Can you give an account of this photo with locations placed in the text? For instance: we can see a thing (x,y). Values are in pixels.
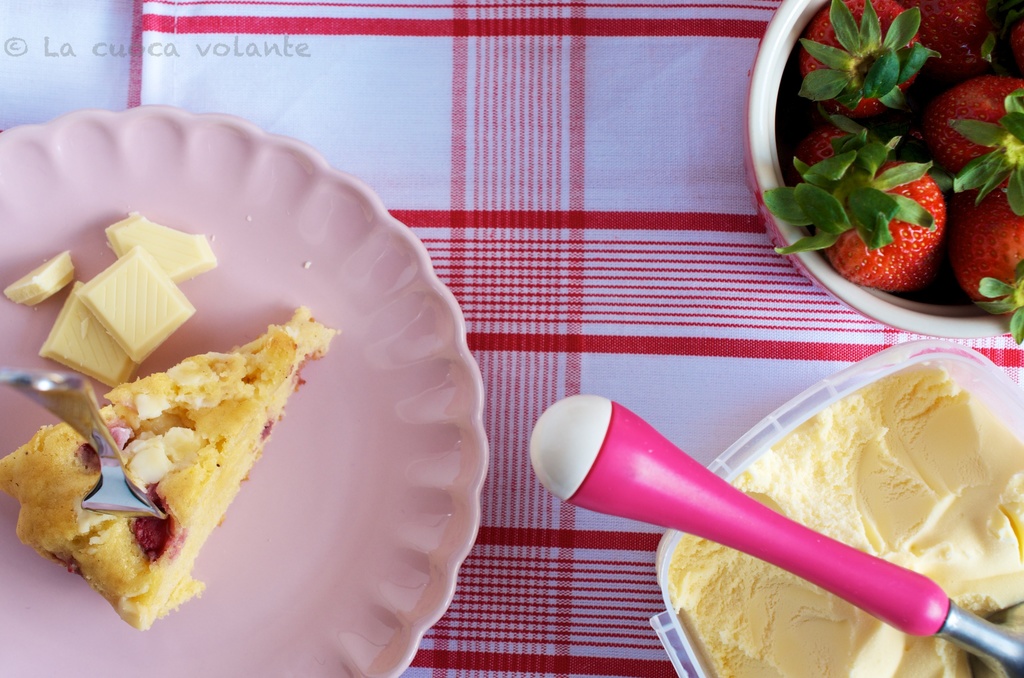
In this picture I can see there is some food (246,352) are served in the plate (75,280) and on to right (824,172) there are a bowl (763,132) of strawberries (867,143) and there is another bowl (951,352) of ice cream (961,485) here with a scoop (763,553) and on the table (546,203) there is a white and red color cloth (519,85) and there is a water mark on the left top corner of the image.
